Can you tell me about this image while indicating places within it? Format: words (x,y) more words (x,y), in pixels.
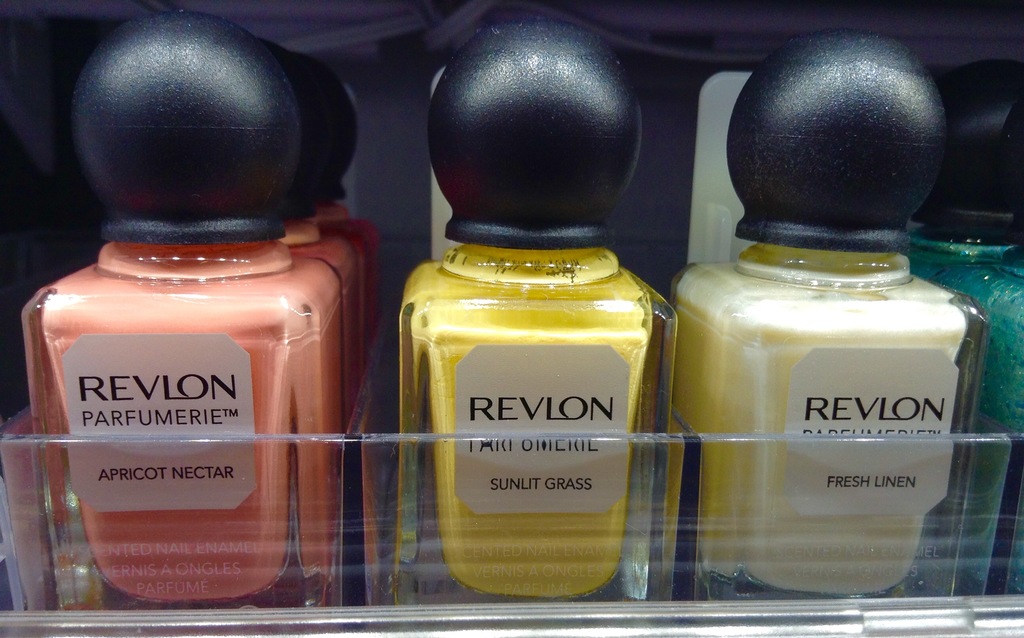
In this image I can see few bottles of nail polish (646,447).
